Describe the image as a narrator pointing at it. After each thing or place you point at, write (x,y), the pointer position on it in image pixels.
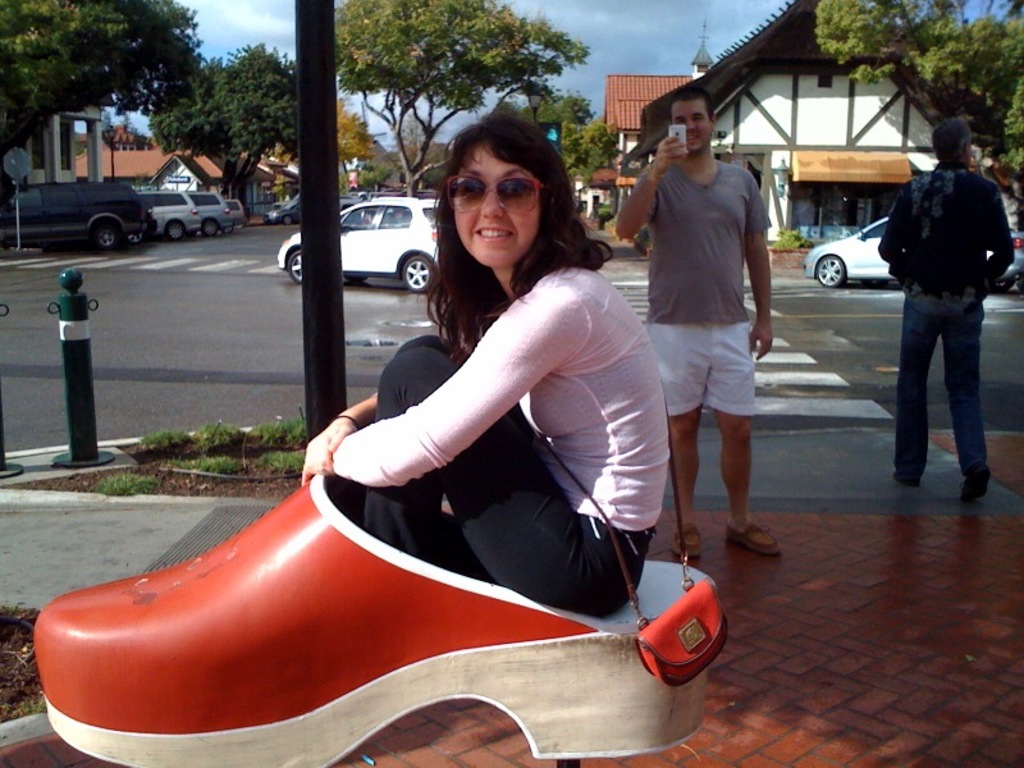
In this image we can see a woman (521,397). She is sitting on a shoe type structure (339,616). Behind her, we can see two men (912,287) are standing on the pavement (807,598) and there are cars (210,221) on the road (194,304). There is a pole (325,153), some grass (288,421) and green color object (74,401) on the left side of the image (88,445). In the background (221,90), we can see tree (562,101) and buildings (723,114). At the top of the image (599,21), we can see the sky (274,24).
